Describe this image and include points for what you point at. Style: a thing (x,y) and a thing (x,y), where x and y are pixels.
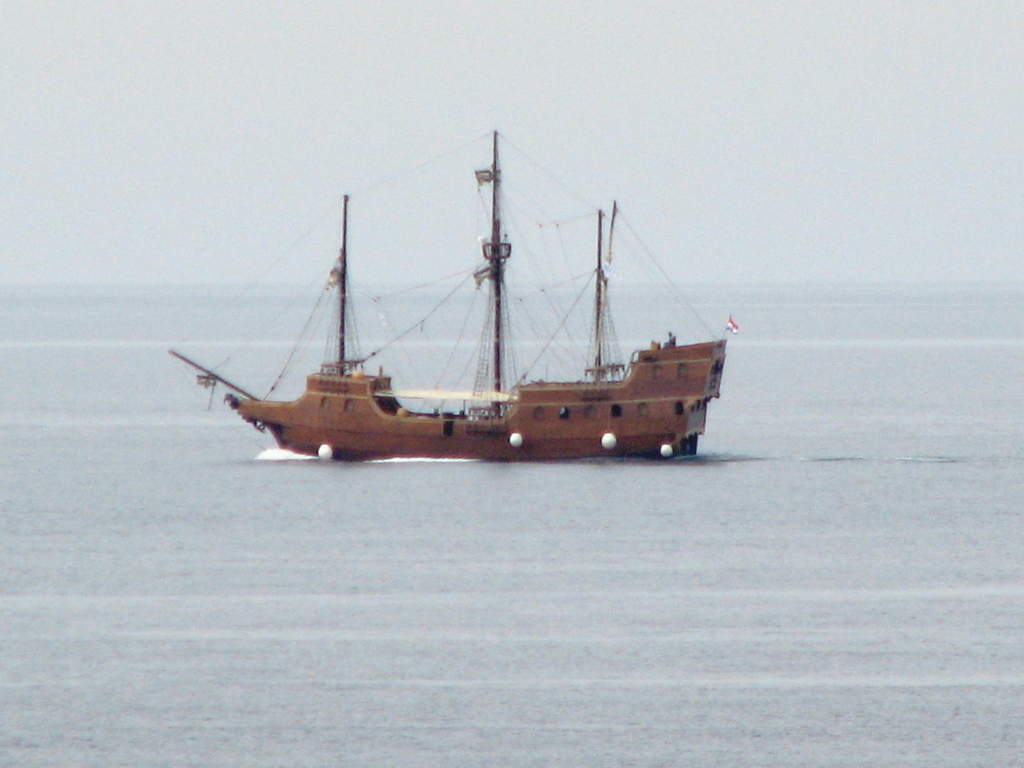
In this image there is a ship (284,407) on a sea (379,566).
